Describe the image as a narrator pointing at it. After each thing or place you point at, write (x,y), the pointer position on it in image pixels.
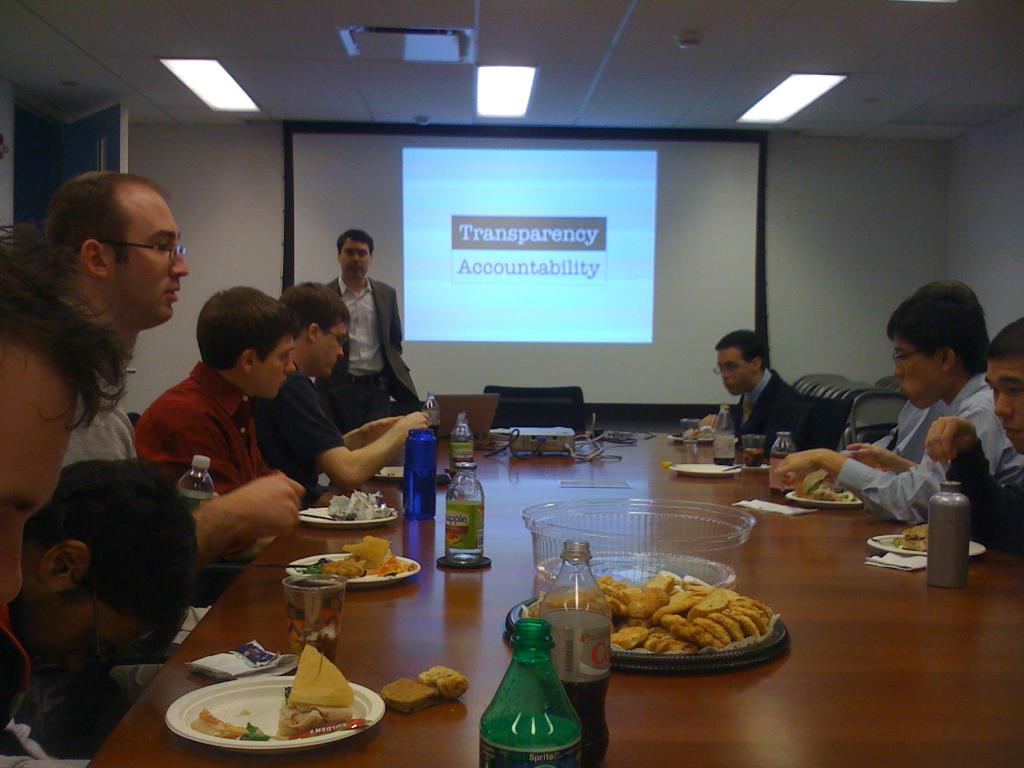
This picture shows a group of people (764,421) seated on the chair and a man (342,281) standing and we see a projector screen (481,381) and few food items (661,578) bottles (556,595) and plates (374,578) and glasses (311,599) on the table (152,728).
